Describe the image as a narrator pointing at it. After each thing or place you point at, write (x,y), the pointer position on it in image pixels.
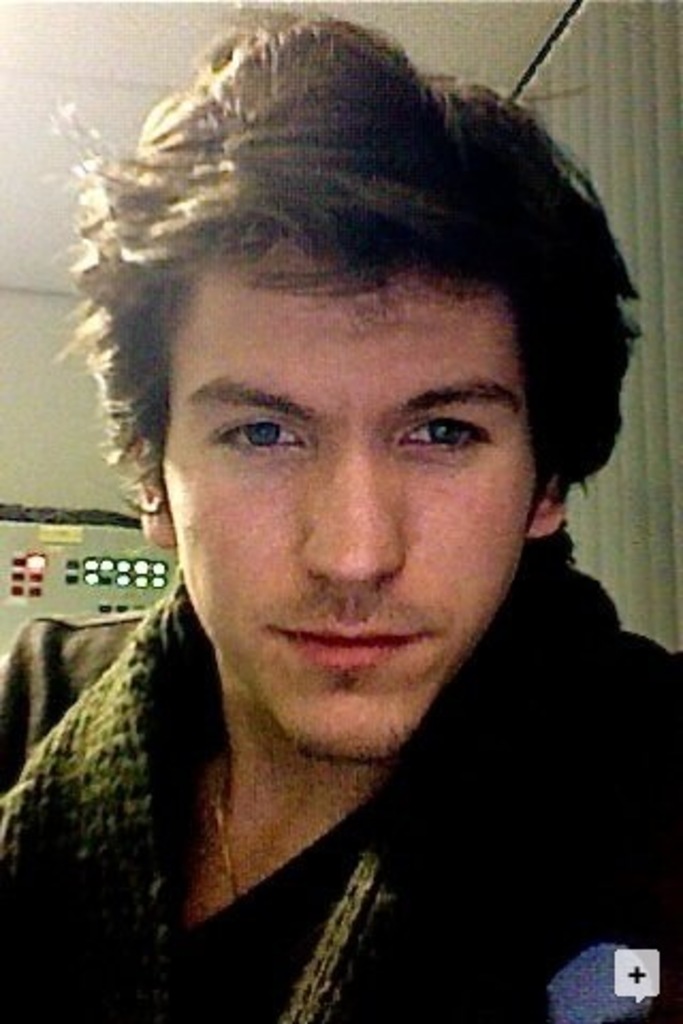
In this image I can see the person (190,608) and the person (254,823) is wearing black color shirt (433,816), background (162,580) I can see few lights (159,569) and I can also see the window blind (599,150).
